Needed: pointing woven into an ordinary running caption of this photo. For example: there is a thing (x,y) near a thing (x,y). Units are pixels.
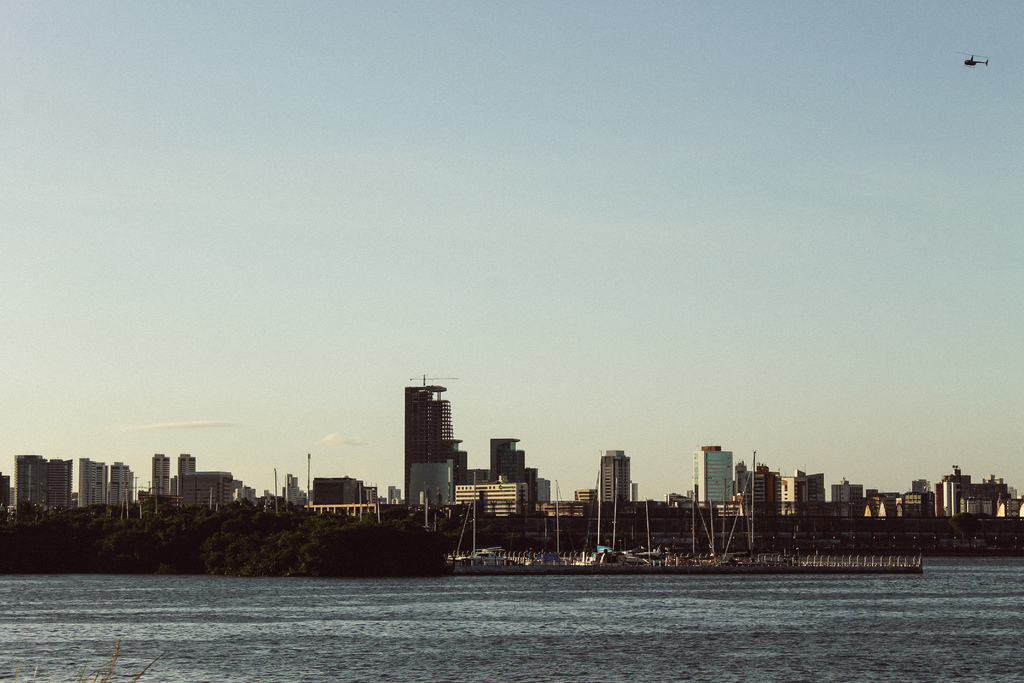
There are water (413,595) and there are trees (401,526) and buildings (721,459) in the background (502,461) and there is a helicopter (979,61) in the right top corner (973,66).
